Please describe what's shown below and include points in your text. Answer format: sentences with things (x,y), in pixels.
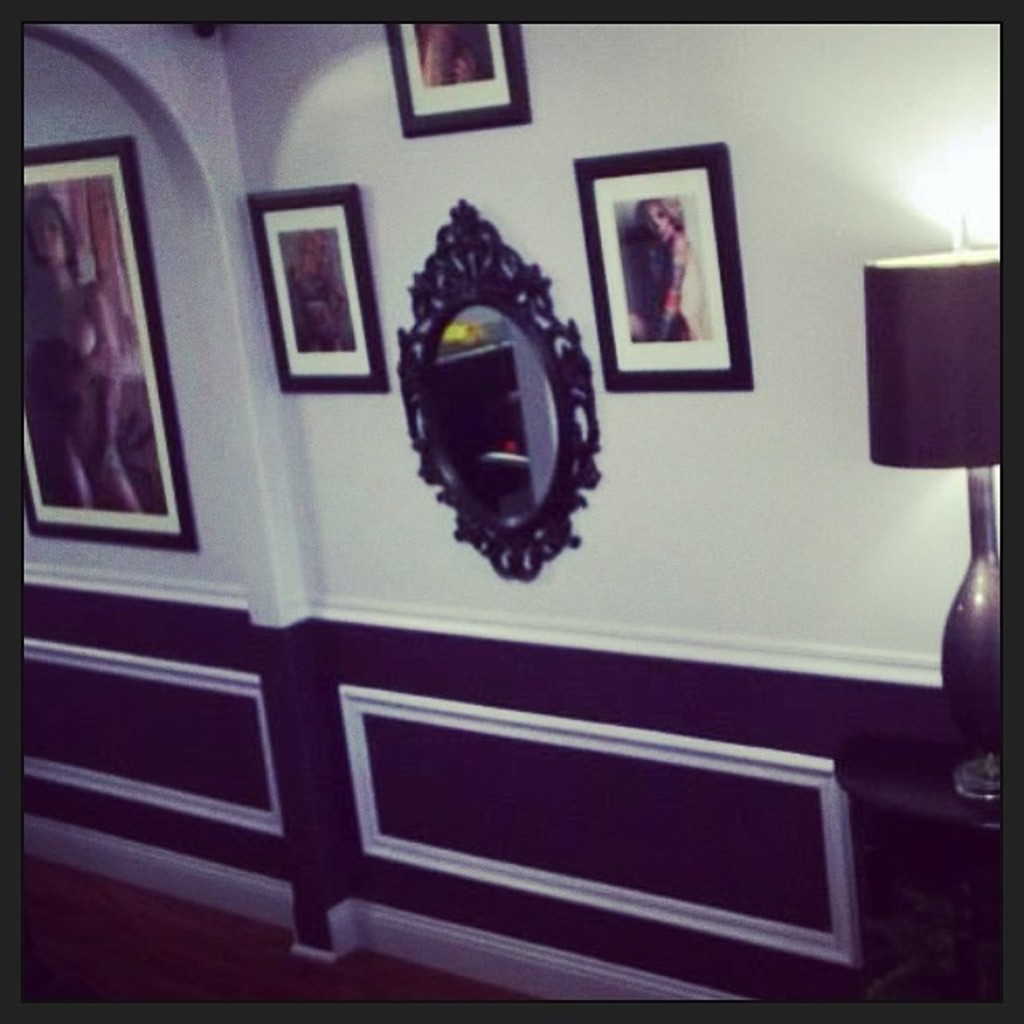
In this picture I can see few photo frames (133,285) and a mirror (468,510) on the wall (39,75) and I can see a lamp (951,281) on the right side (934,287).
